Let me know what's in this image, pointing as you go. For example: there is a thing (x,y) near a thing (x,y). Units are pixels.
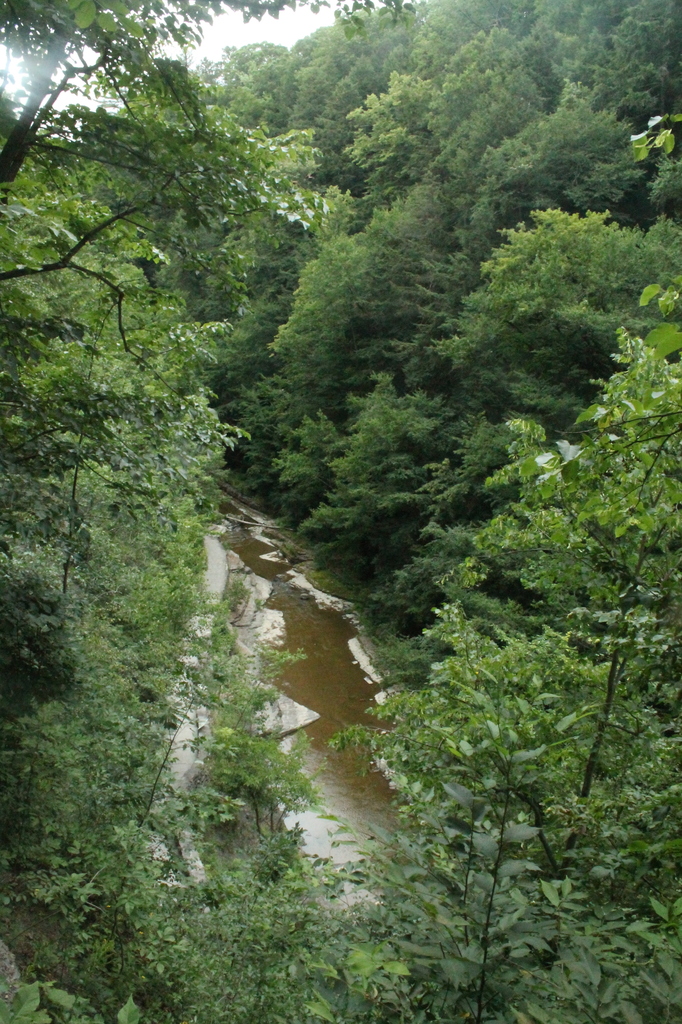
This picture is clicked outside. In the foreground (260,963) we can see the trees (627,667) and plants (442,675). In the center (303,645) we can see the water (321,616) on the ground (323,591). In the background (374,304) we can see the sky (231,15) and the trees (374,304).
